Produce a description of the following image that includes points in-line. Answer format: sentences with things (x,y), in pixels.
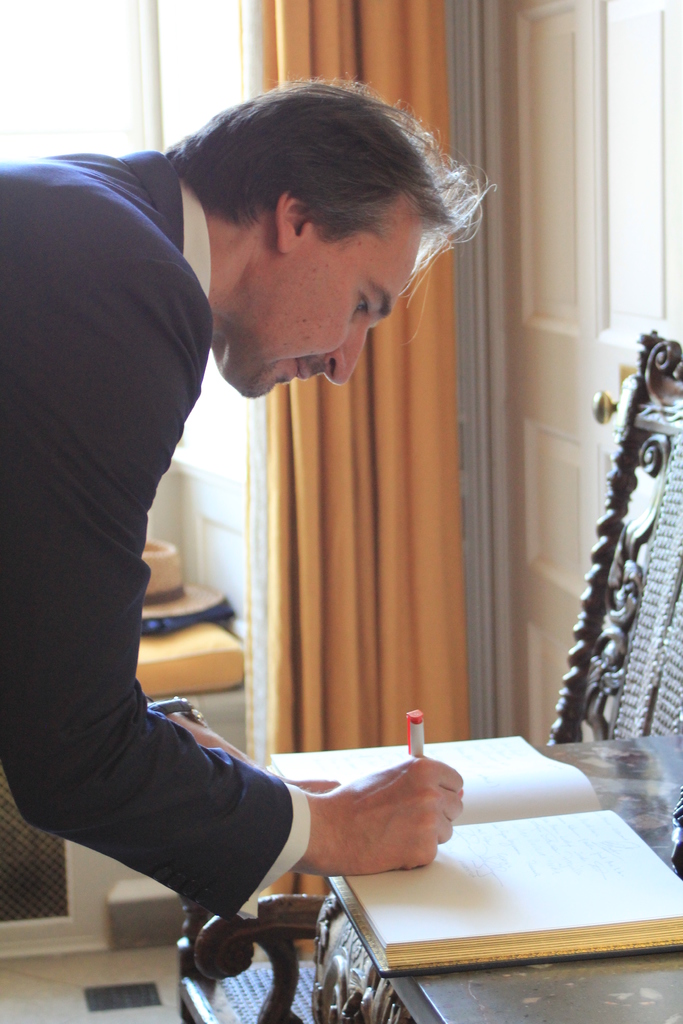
In this image there is a man (133,411) who is writing in the book (472,843). The book (480,843) is on the table (545,1019). In the background (387,28) there is a curtain (376,27) beside the door (561,137). Beside the table (640,761) there is a chair (629,579).
